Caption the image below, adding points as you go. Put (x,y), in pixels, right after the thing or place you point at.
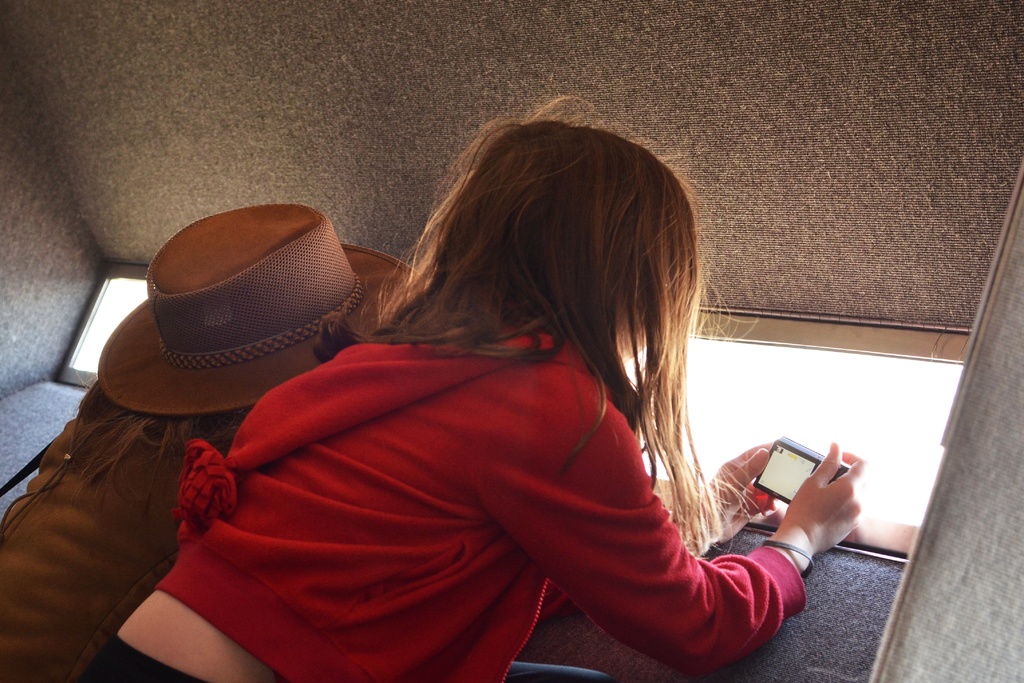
There is a girl (384,410) holding a camera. Near to her another person (95,488) is wearing a hat (186,308).
